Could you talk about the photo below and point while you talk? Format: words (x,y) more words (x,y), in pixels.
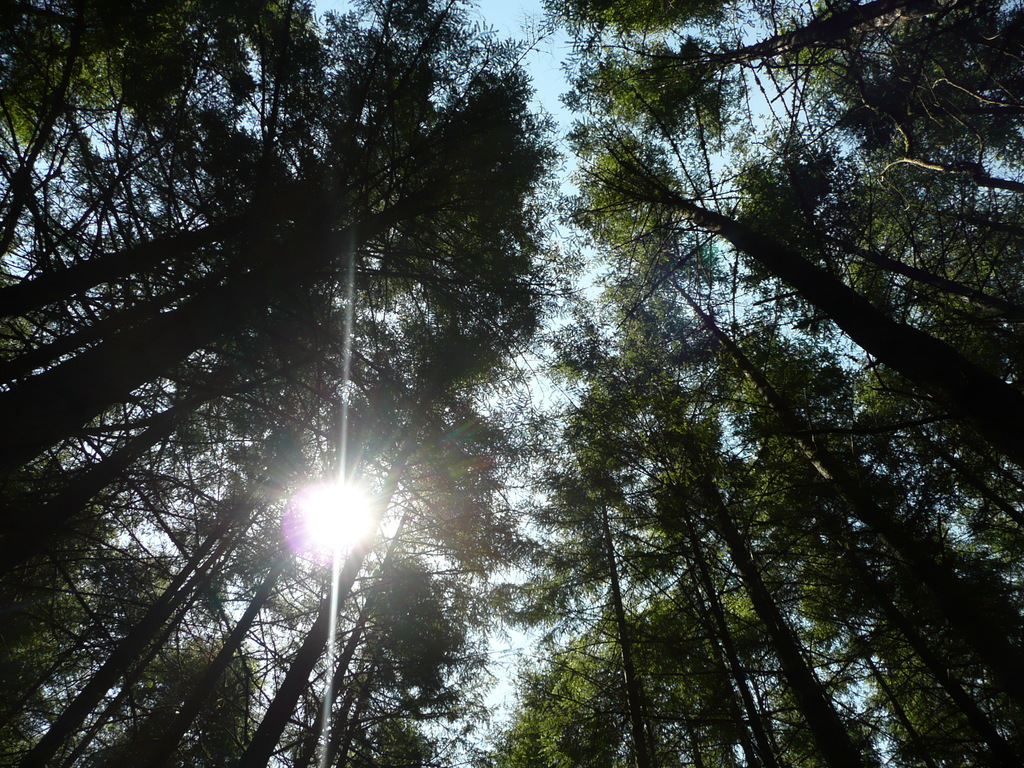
In this image we can see a group of trees (540,564), the sun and the sky (527,574).
